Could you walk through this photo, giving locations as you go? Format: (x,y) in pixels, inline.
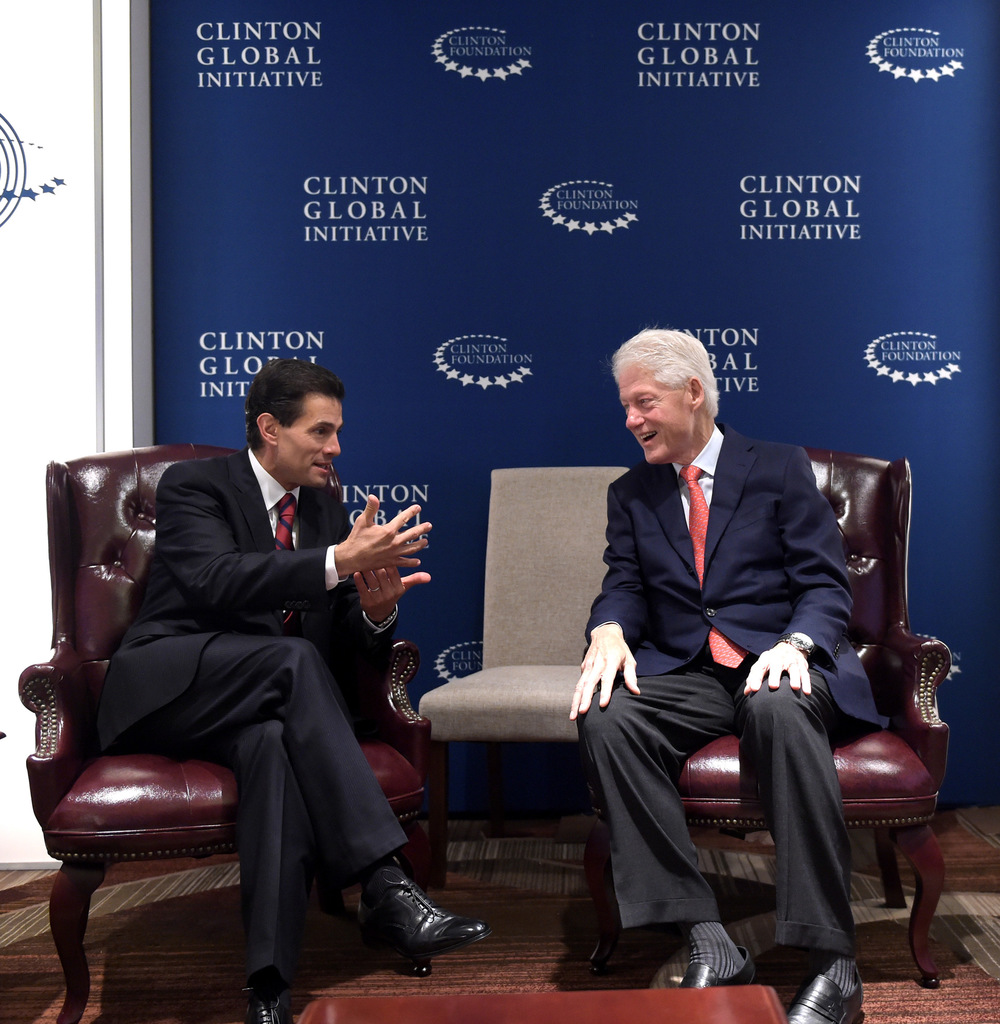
In this image there are two persons (170,742) sitting on the chair (709,760).
